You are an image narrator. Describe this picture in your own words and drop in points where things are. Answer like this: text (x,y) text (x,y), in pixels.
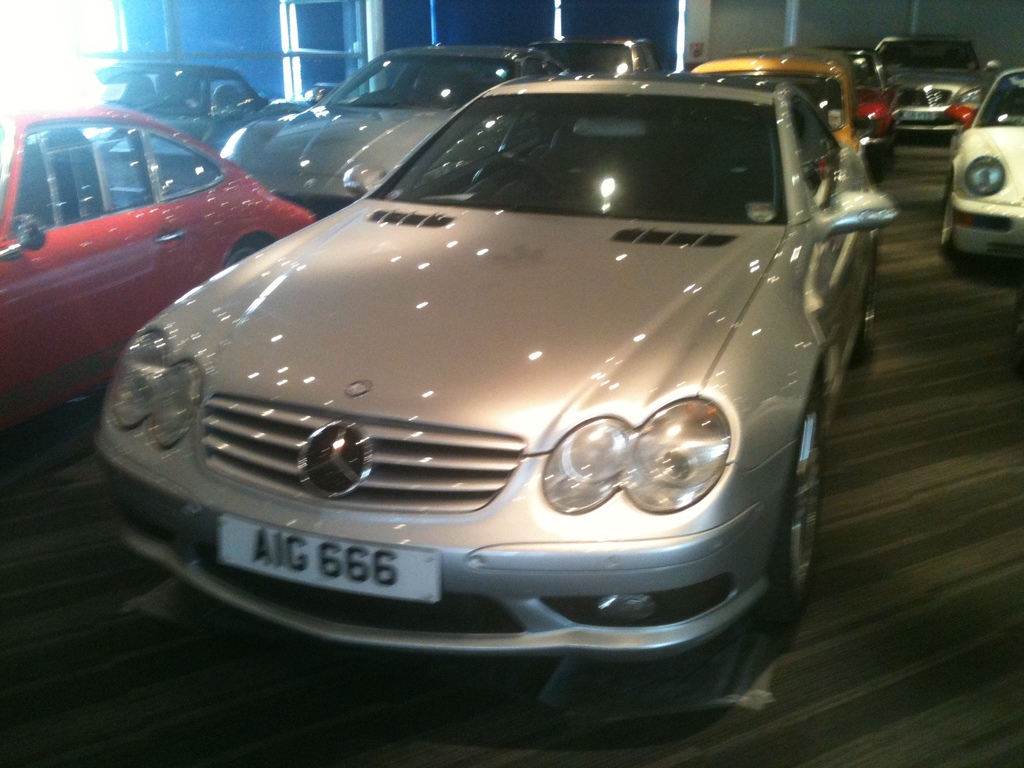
Here we can see cars (565,225) on the floor (1016,575). In the background (616,11) we can see poles (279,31) and wall (879,7).
